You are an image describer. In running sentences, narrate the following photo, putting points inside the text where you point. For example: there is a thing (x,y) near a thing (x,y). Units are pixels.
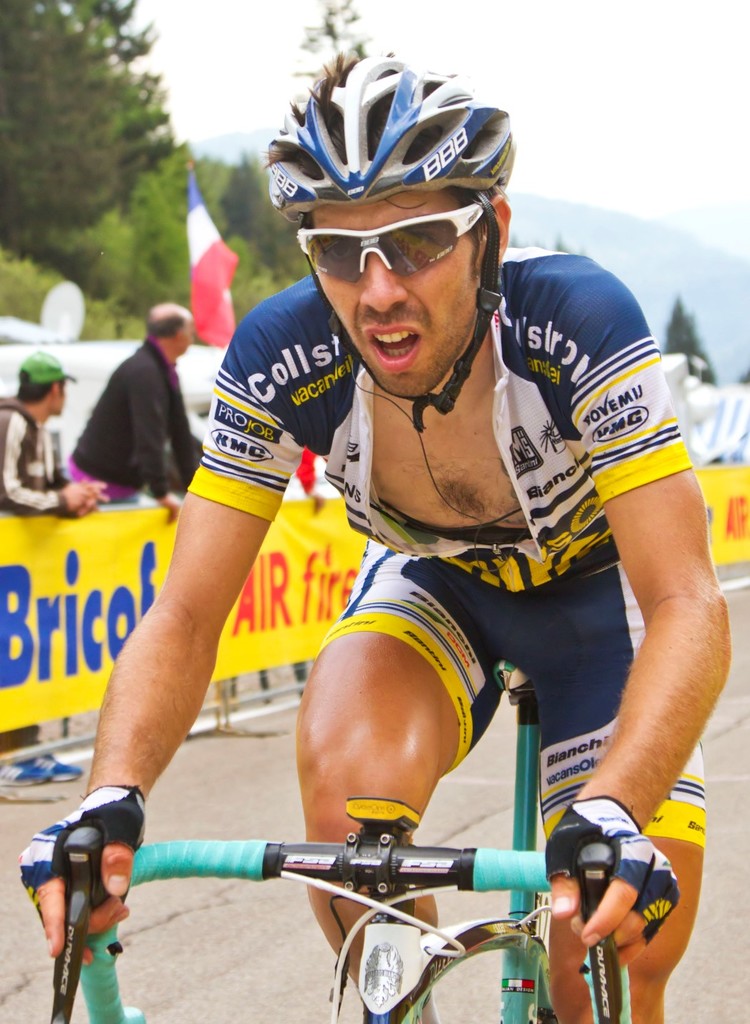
A person (386,650) wore a helmet (349,190), goggles (392,230) and riding a bicycle (278,856). Background (14,591) there is a hoarding (46,580), flag (199,240), trees (183,283), people (145,356) and sky (643,60).
